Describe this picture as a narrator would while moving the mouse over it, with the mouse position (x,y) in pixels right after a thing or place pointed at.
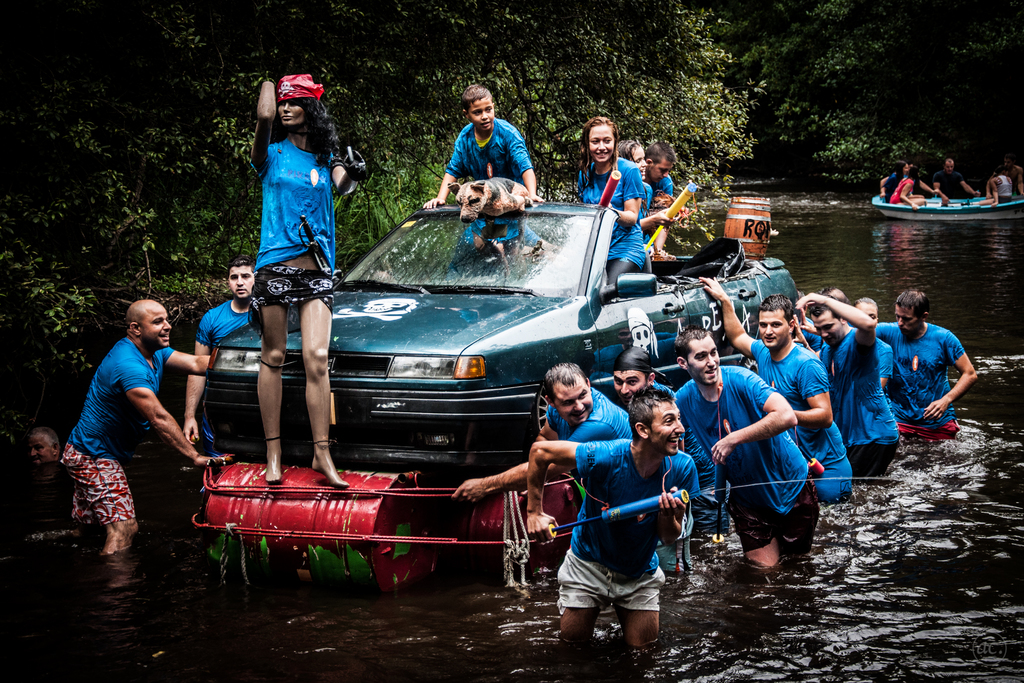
In this picture we can see water (850,208) and on water (876,291) we have car (559,276) where on car (627,288) some persons (582,184), dog (487,207) are standing and some other persons (227,319) pushing the car (403,399) and in the background (975,166) we can see boat (950,204) and on boat (949,204) there are some persons (896,167) here we have tree (546,64).
